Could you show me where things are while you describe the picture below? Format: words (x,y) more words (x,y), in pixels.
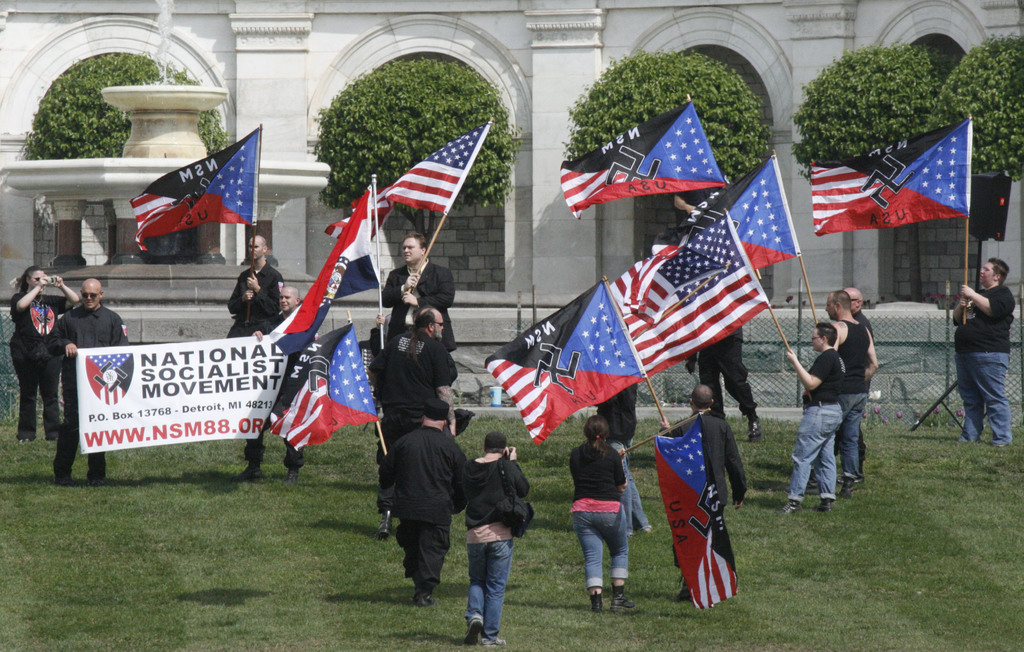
In this image we can see a few people (394,415) among them some are holding flags (694,452) and some holding a poster (154,353) with some text (165,362) and image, we can see a woman (34,278) standing and taking a picture, in the background (886,31), we can see a building (328,82) with pillars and trees (633,121), also we can see the poles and fence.
